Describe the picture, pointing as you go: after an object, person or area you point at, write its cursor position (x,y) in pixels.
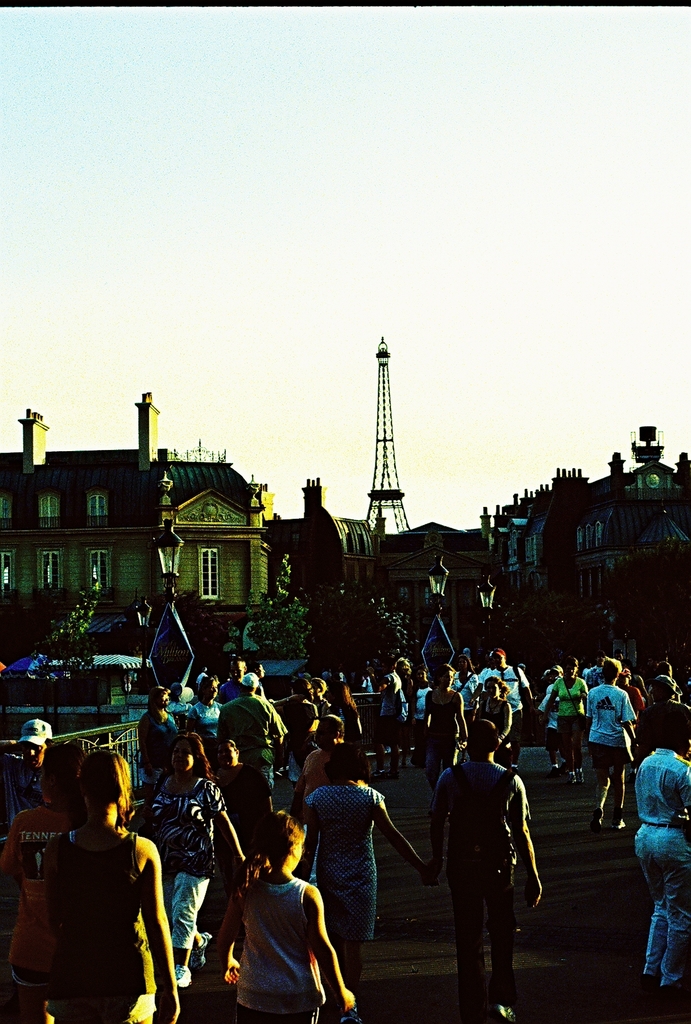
In this image many people (305,781) are there on the road (284,784). In the background (76,475) there are buildings (378,535), towers (369,509), street lights (174,650). The sky (413,340) is bright.
